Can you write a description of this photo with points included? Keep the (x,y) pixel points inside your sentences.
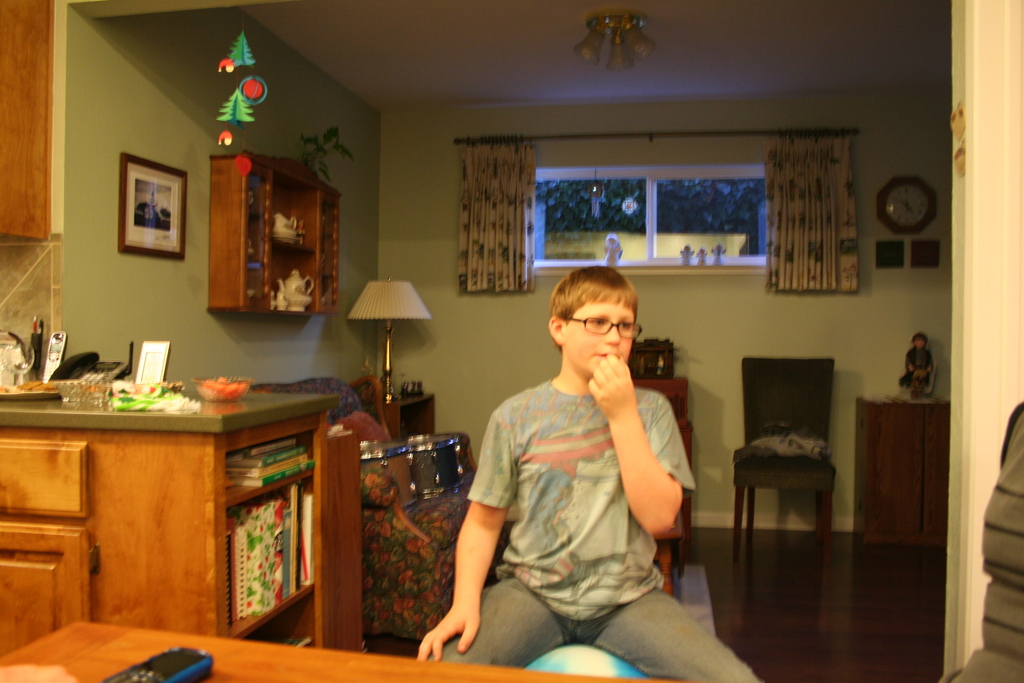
This image consists of a boy (609,527) sitting in a room (168,359). To the left (215,463), there is a rack (225,470) in which the books (274,473) are kept. In the background (408,203), there is a wall (396,206) along with window (746,212) and curtain (835,257). At the bottom (809,618) there is a floor (806,591). In the front (253,664), there is a table (277,674).
